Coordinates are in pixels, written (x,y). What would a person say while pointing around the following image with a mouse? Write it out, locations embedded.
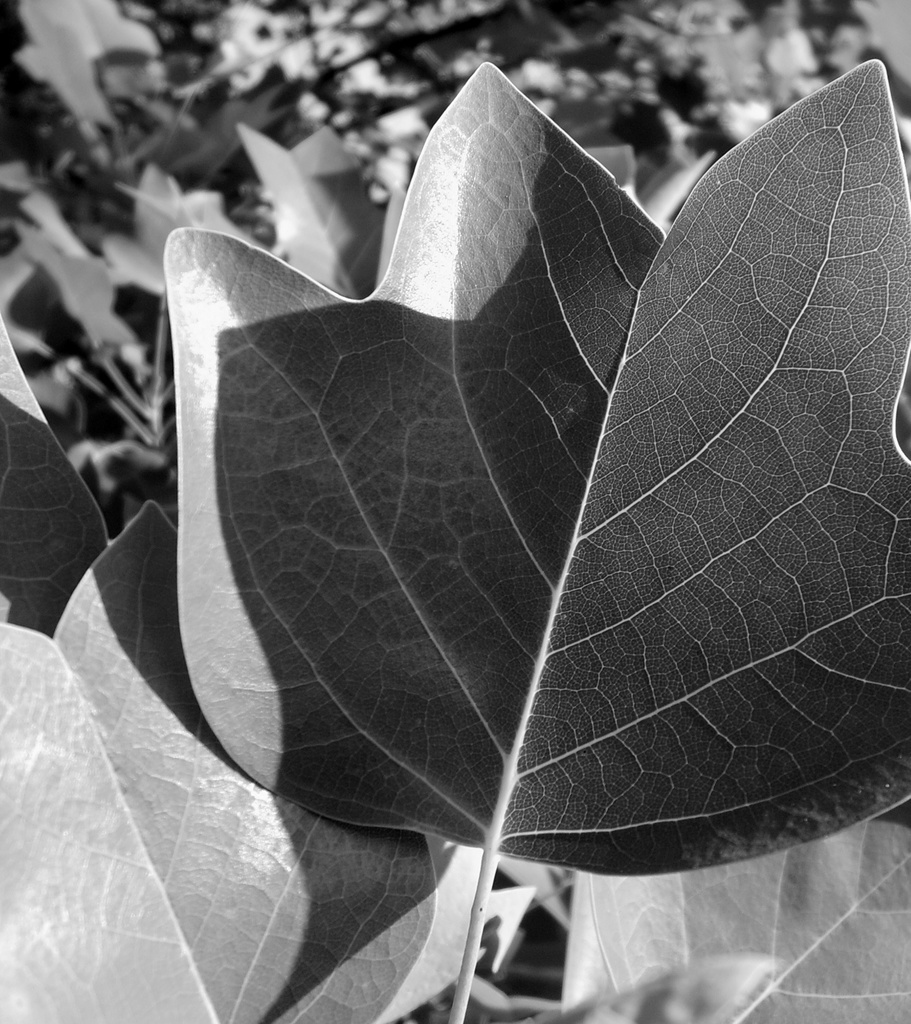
In this image, we can see leaves (443,515). Background (135,34) there is a blur view. Here we can see few plants (344,197). It is a black and white image.
